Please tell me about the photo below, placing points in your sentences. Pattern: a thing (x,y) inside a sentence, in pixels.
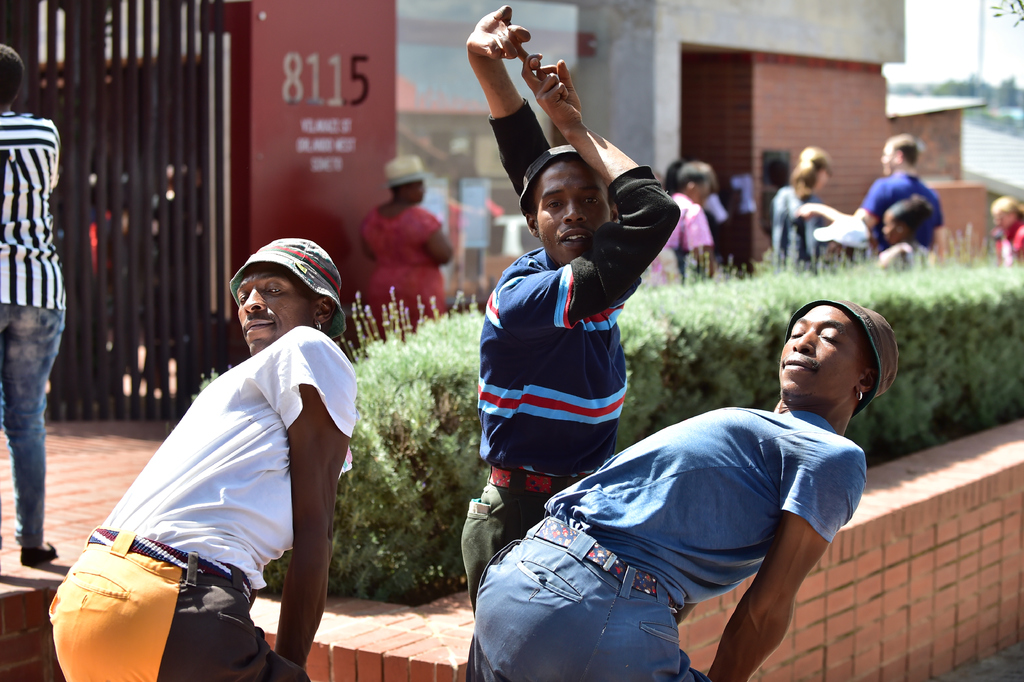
In this picture I can see group of people (20,66) standing, there are buildings (794,12), there are plants (920,329). At the top right corner of the image (890,66) there is the sky (988,15).
